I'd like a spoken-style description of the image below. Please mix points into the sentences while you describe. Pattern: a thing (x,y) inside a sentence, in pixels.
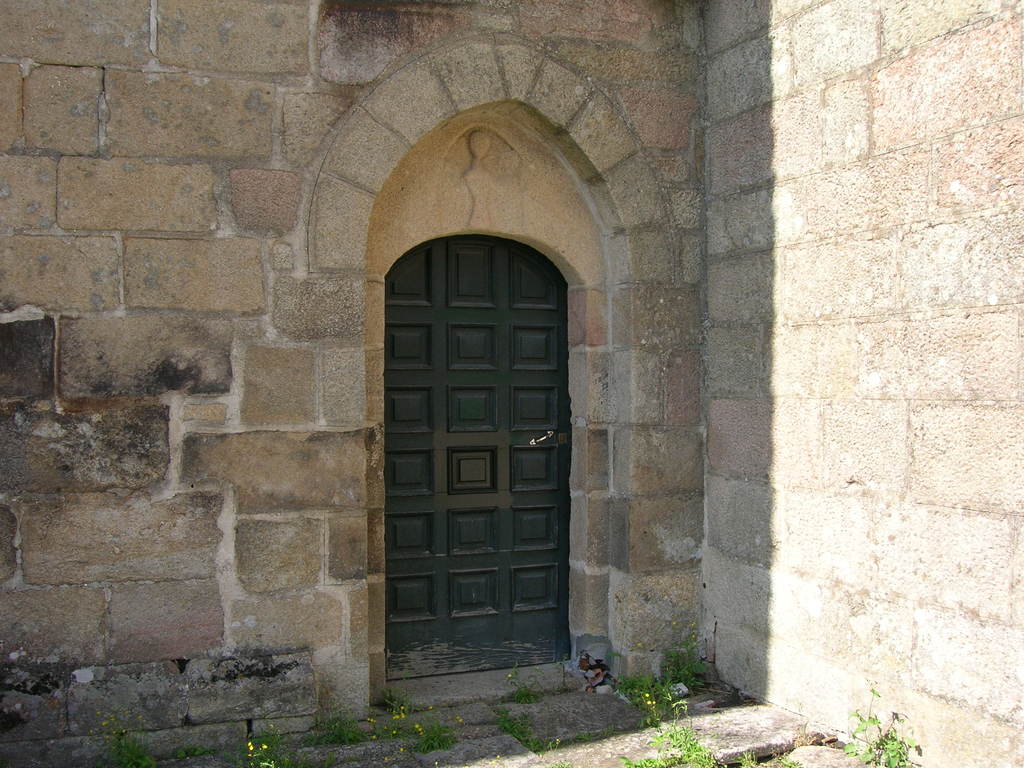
In this image we can see an outside view of a building (384,667). In the center of the image (424,264) we can see a door (488,547). In the foreground (672,702) we can see some plants (891,736).
